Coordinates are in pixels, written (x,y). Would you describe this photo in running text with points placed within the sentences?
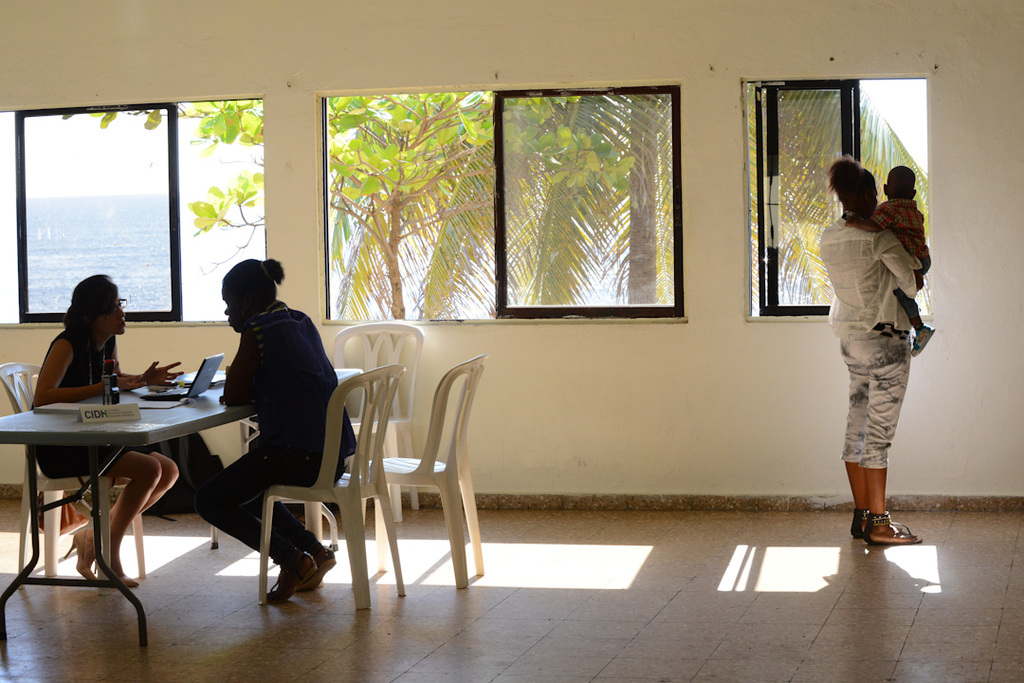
These two persons (68,338) are sitting on chairs (16,368). In-front of them there is a table (154,414), on this table (154,415) there is a laptop (166,393) and book (68,406). This woman (892,374) is carrying a baby (890,213) and standing in-front of this window (804,206). From this window (764,234) we can able to see trees (419,254).
